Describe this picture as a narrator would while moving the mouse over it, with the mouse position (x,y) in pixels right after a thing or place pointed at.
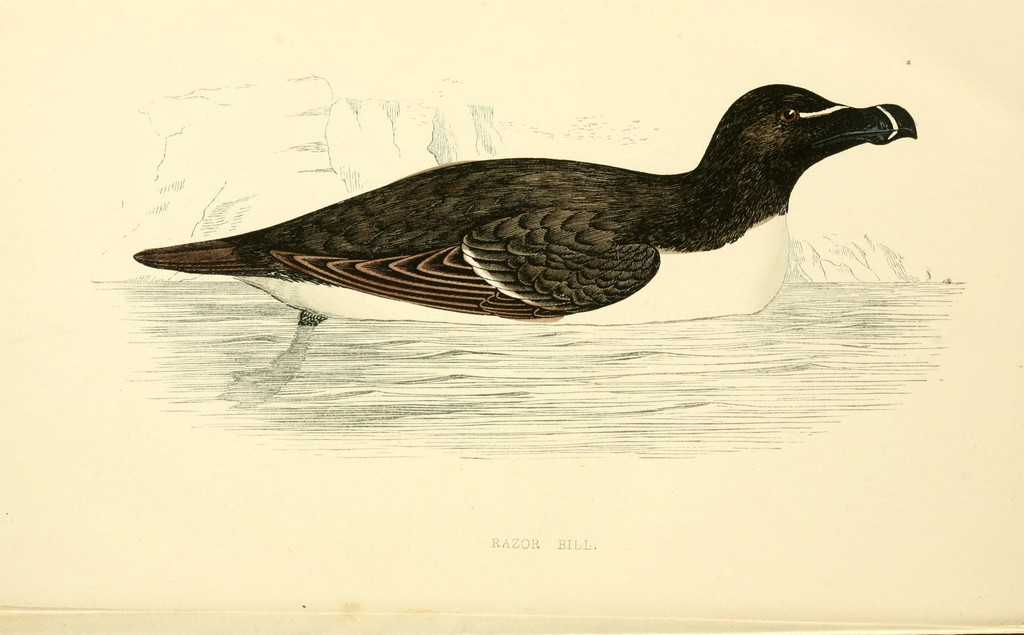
In this picture, I see a duck (534,304) in the water (642,393) and text (497,543) at the bottom of the picture (524,540) and the picture looks like a art.
